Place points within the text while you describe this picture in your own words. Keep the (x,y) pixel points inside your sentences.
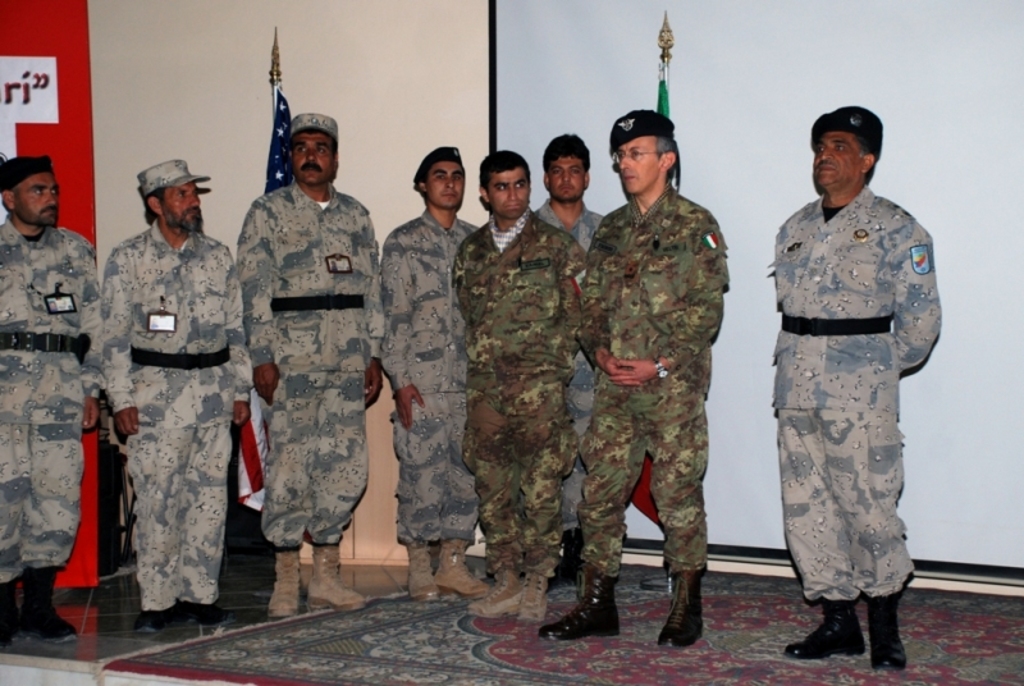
In this picture we can see a group of people (335,291) standing, carpet (795,668) on the floor (125,637) and in the background (222,146) we can see flags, projector screen (709,102), banner (65,129) and the wall (329,92).
